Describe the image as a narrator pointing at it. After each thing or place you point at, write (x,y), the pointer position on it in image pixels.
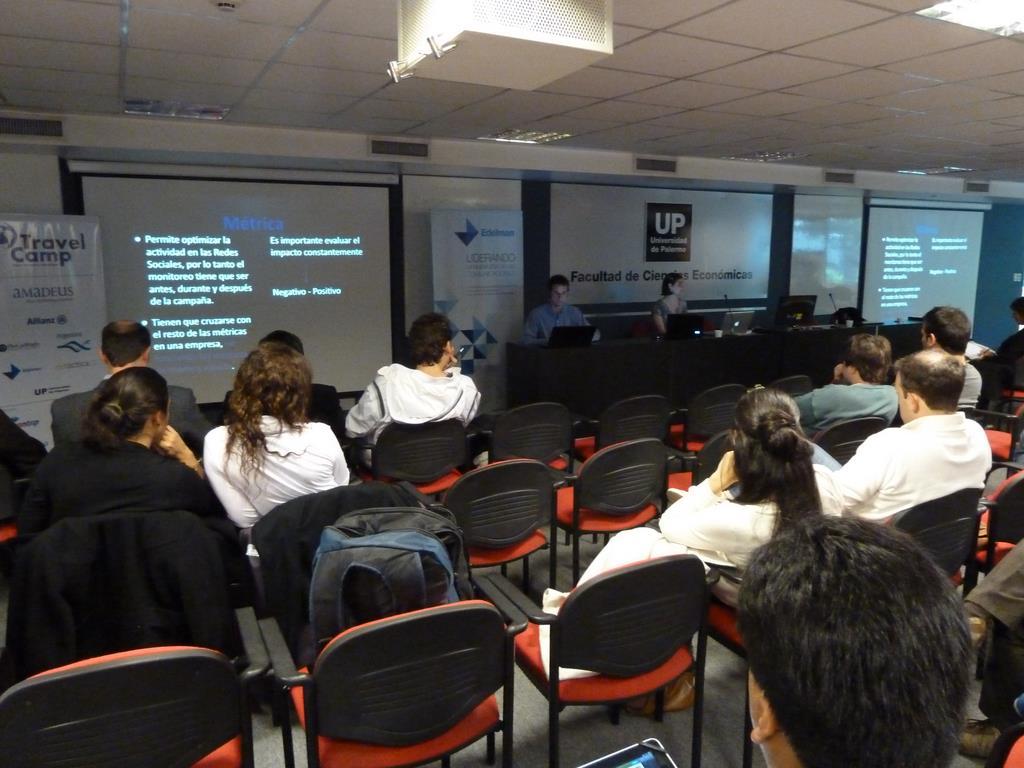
In this image, there are group of people (869,612) sitting on the chair (86,700) in front of the screen (336,283). A roof top (716,87) is white in color. In the left (66,264), there is a board (65,321) written as travel camp. The walls (994,237) are blue in color. In the middle (547,335), there are two persons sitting in front of the laptop (745,321) on the chair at table (645,341) and having a mike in front of them. this image is taken inside a hall (543,397).
